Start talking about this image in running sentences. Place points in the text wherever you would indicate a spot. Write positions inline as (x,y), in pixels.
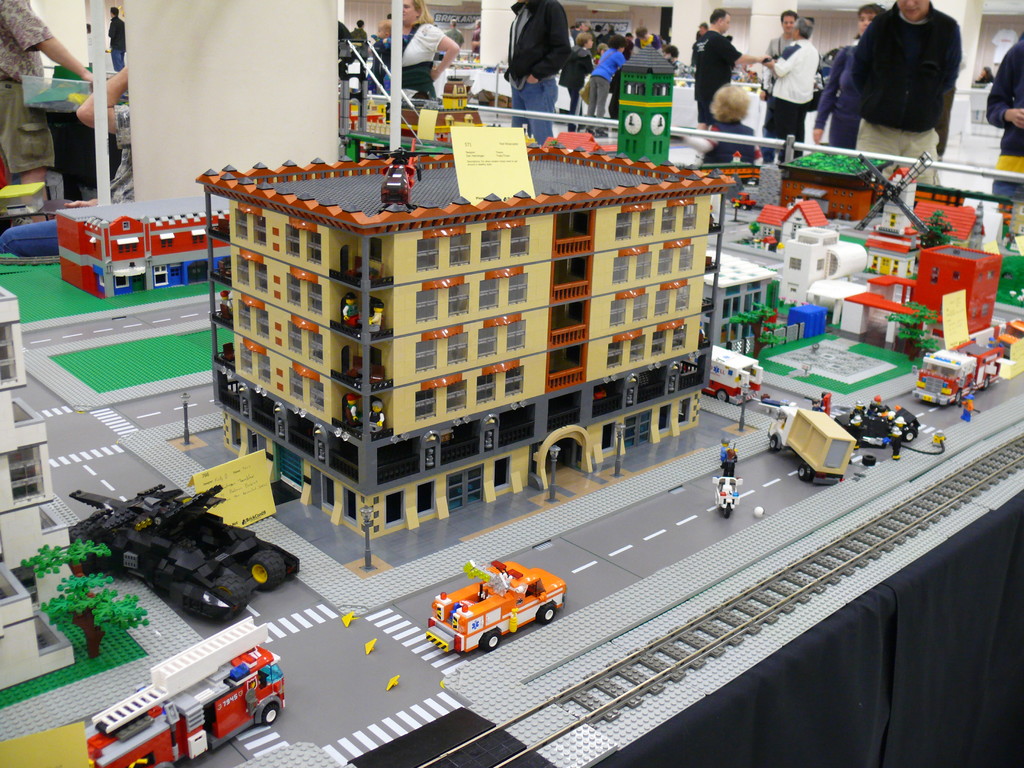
In this image we can see model (510,625) of a building (393,229) and vehicles (797,440). Background of the image (857,52) people (1000,98) are standing.
